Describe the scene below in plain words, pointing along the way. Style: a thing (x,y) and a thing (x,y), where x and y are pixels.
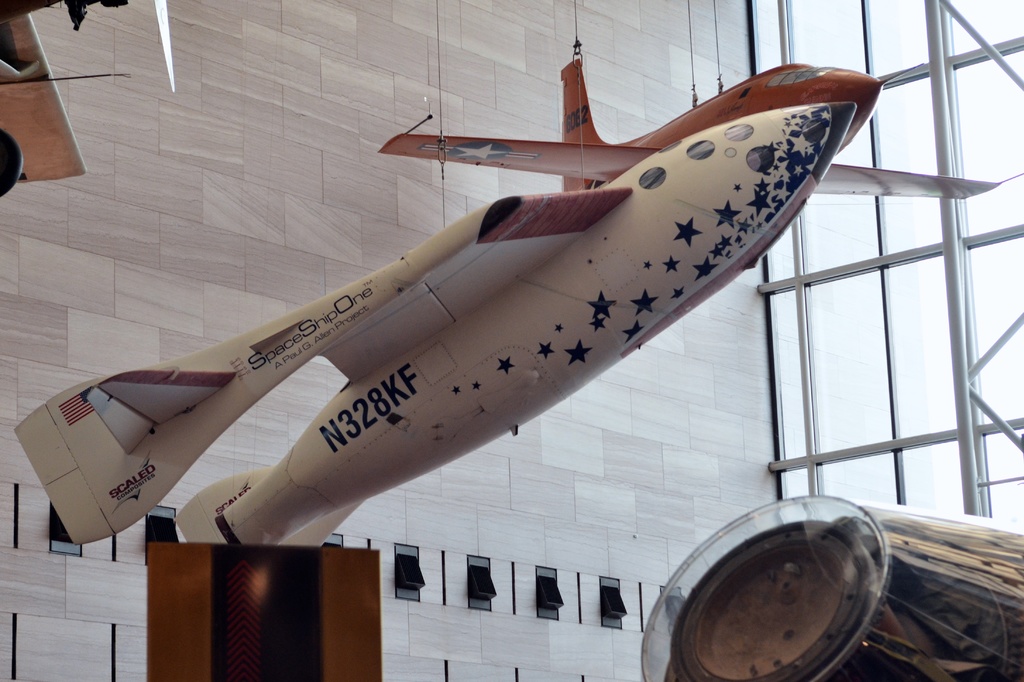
In this image I can see an aircraft (92,418) which is in brown and white color and I can see few glass windows (883,242) and the wall (257,123) is in cream color.
